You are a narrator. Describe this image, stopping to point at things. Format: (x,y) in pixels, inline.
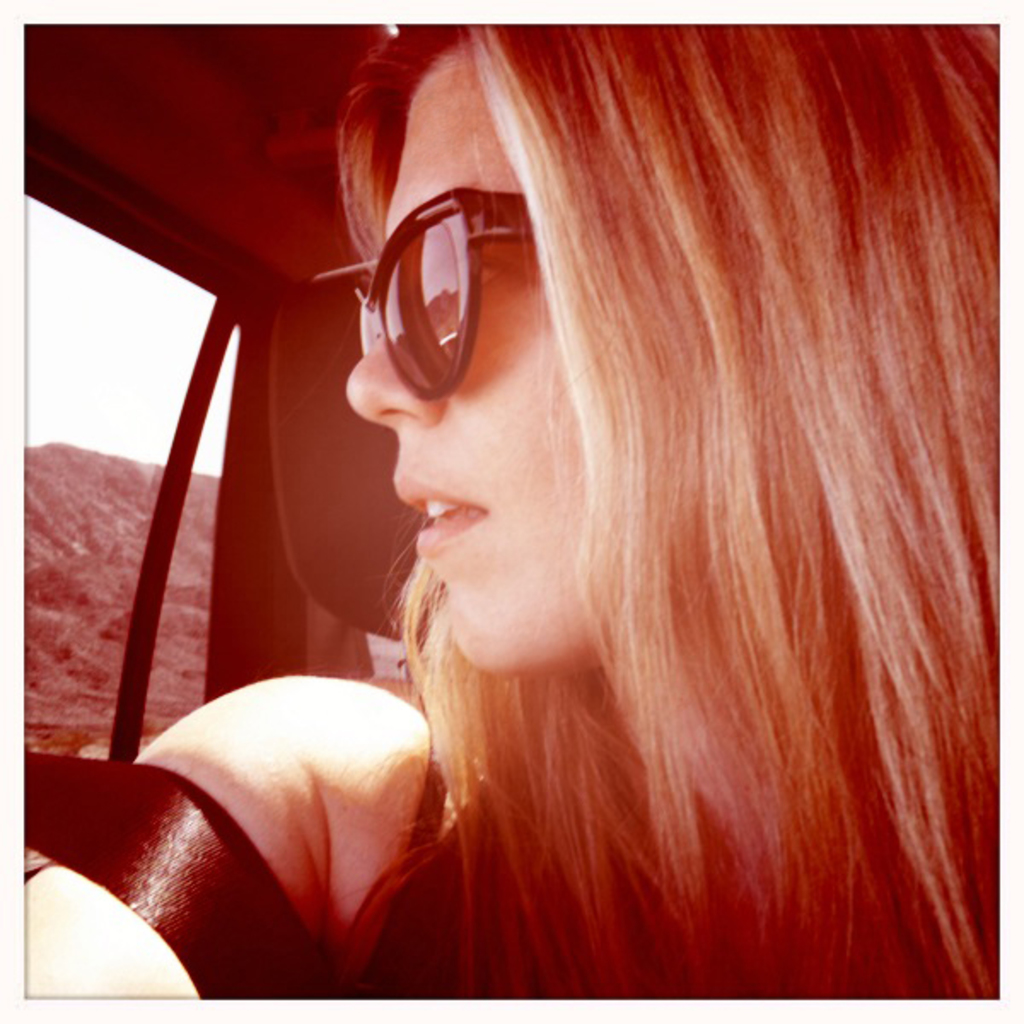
This picture taken from inside a car (244,604) as we can see there is a women (643,594) on the right side of this image (703,514) and there is a window glass (61,681) on the left side of this image (162,669).
